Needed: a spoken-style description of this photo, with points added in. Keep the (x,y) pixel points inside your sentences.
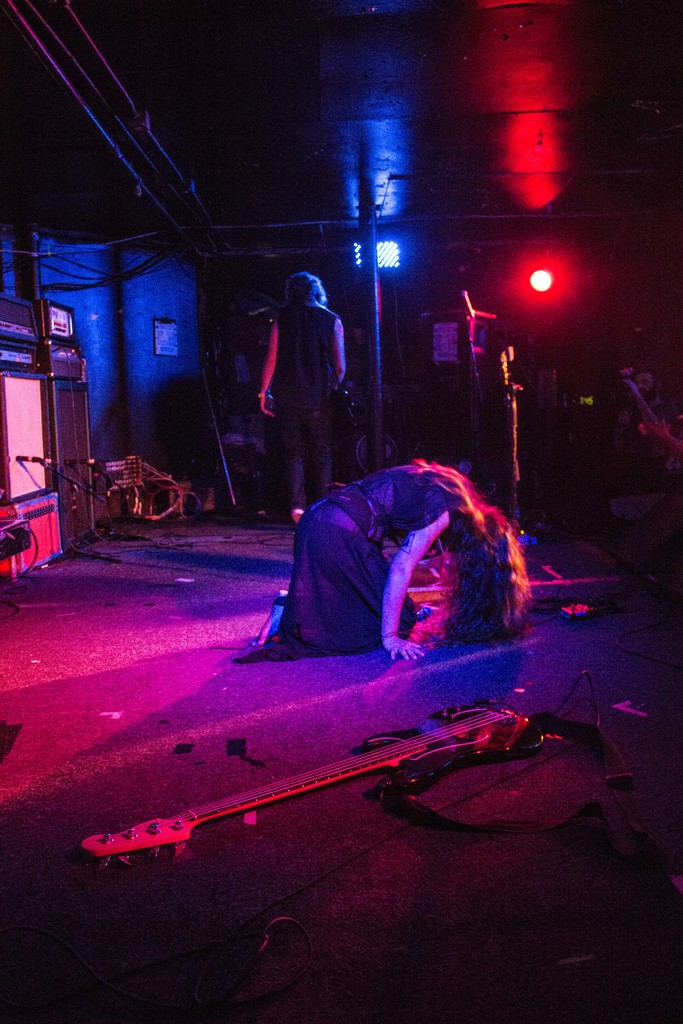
In the center of the image (346,577) there is a person (339,547). At the bottom of the image (271,796) there is a guitar (126,838) on the floor (304,888). There is a wire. In the background of the image (539,286) there are lights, musical instruments (25,331). There is a person (279,386) standing. At the top of the image (257,194) there is ceiling (190,122). To the right side of the image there is a person (638,379) standing.
